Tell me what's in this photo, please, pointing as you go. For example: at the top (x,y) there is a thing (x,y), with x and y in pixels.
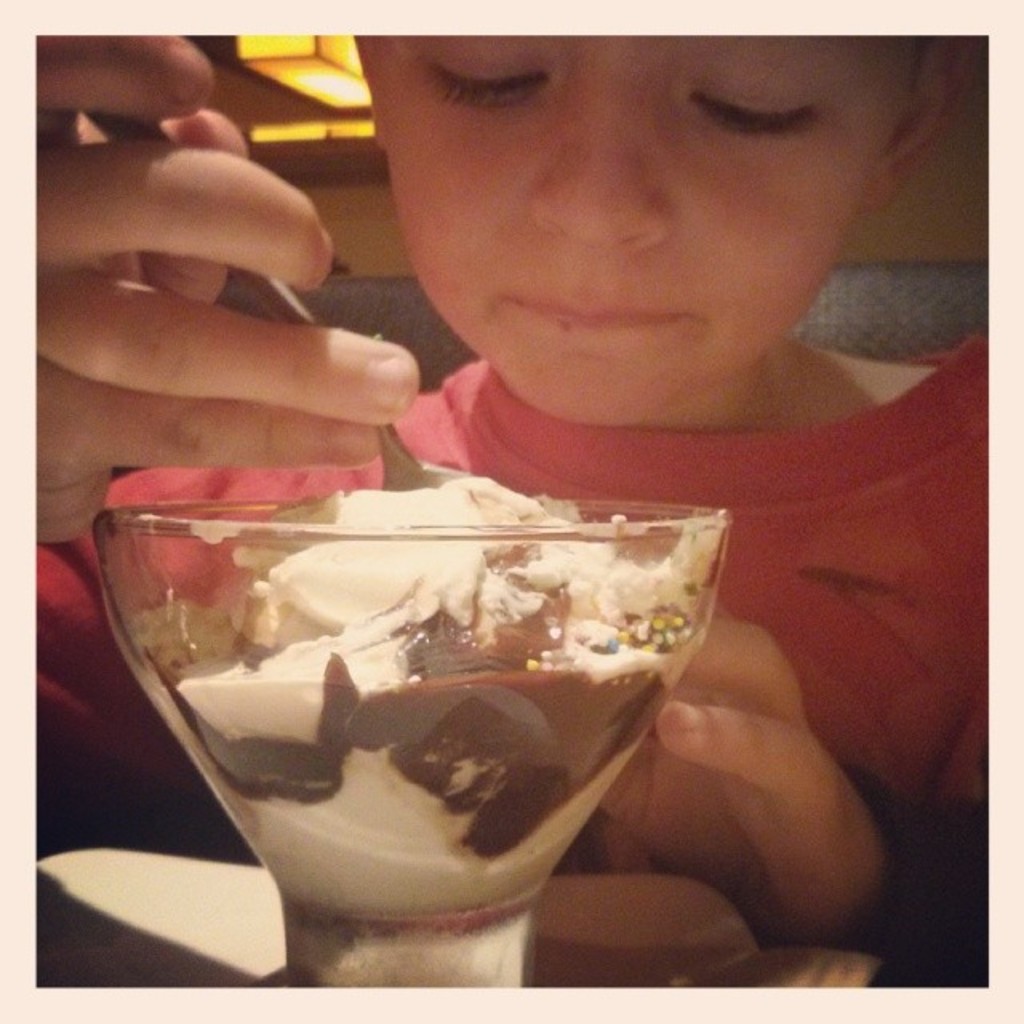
In this picture we can see a person (803,511) seems to be sitting, holding a spoon (259,295) and seems to be eating an ice cream (349,630) and we can see the table (648,919) and some other objects (277,925).
